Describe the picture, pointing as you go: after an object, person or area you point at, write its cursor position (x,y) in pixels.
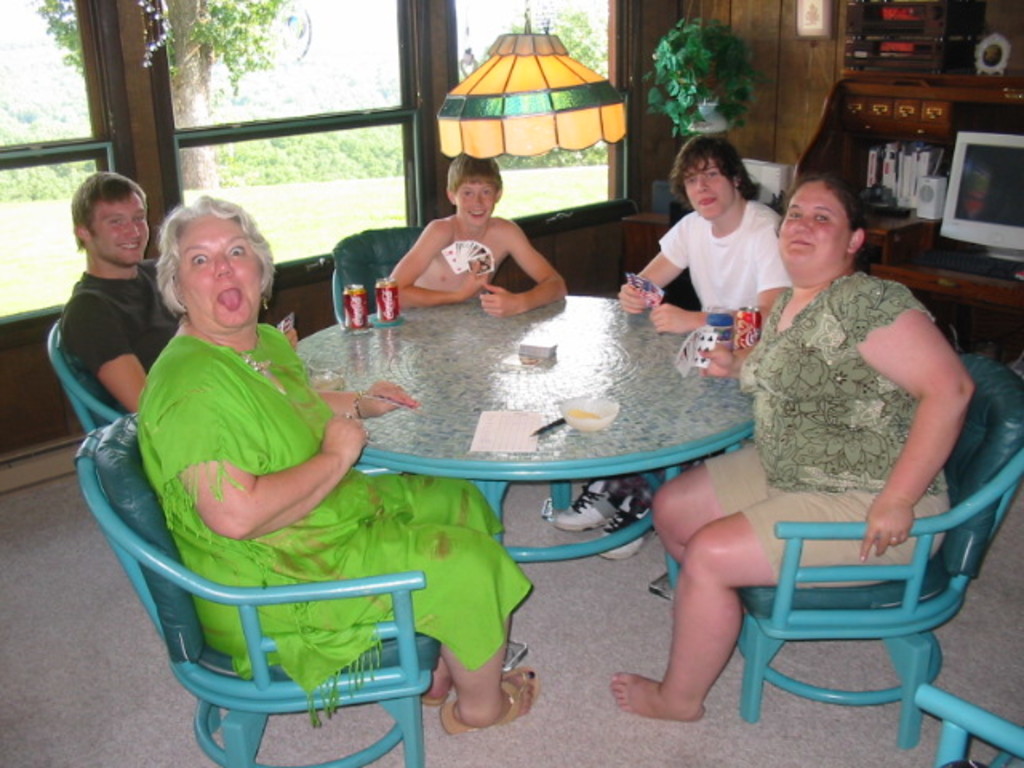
In this picture we can see a group of people (296,559) sitting on chair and smiling holding cards (639,283) in their hands (474,285) and on table (427,376) we can see tins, bowl (568,403), pen (557,418), paper (500,416), cards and in background (214,54) we can see window (307,110), wall (795,31), monitor (962,221), keyboard (930,254), books (904,172) in order, plant (720,82).
